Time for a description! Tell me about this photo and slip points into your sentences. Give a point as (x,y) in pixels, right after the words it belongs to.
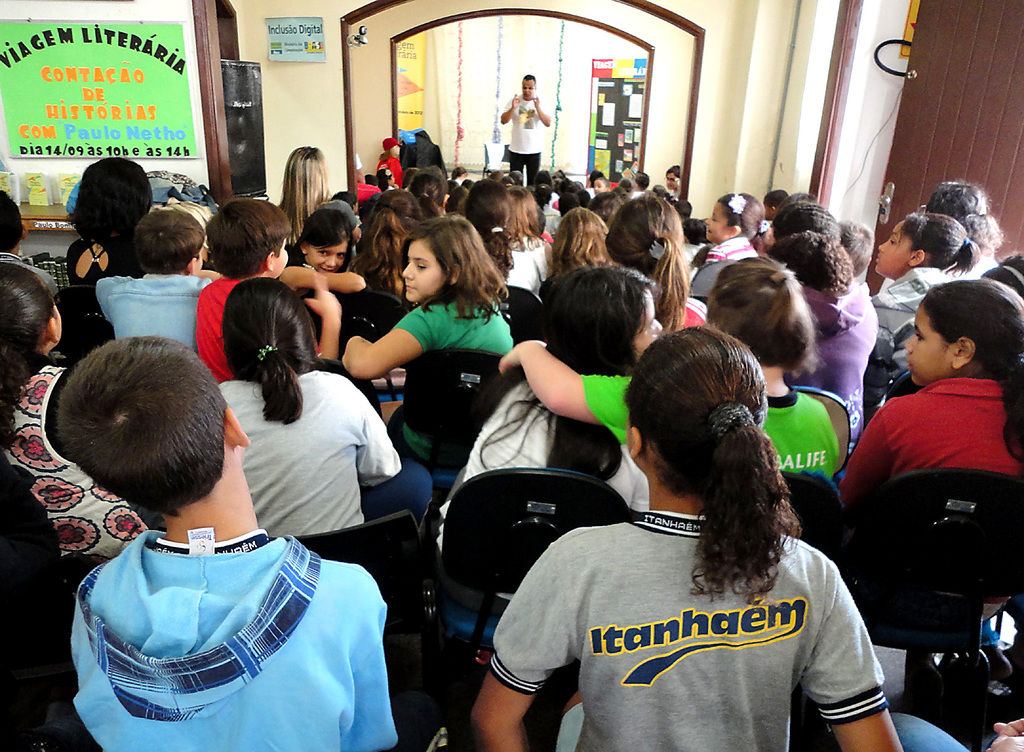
In this image there are a few people (516,416) sitting on their chairs (387,571), in front of them there is a person (536,115) standing, behind him there are a few papers (605,85) and poster (619,67) attached and there is some decoration (558,104), there are a few boards (158,52) with some text (131,41) hanging on the wall (47,12), on the left side of the image (55,206) there is a bench (57,215), on which there are some books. On the right side of the image (953,26) there is a door (937,63).
